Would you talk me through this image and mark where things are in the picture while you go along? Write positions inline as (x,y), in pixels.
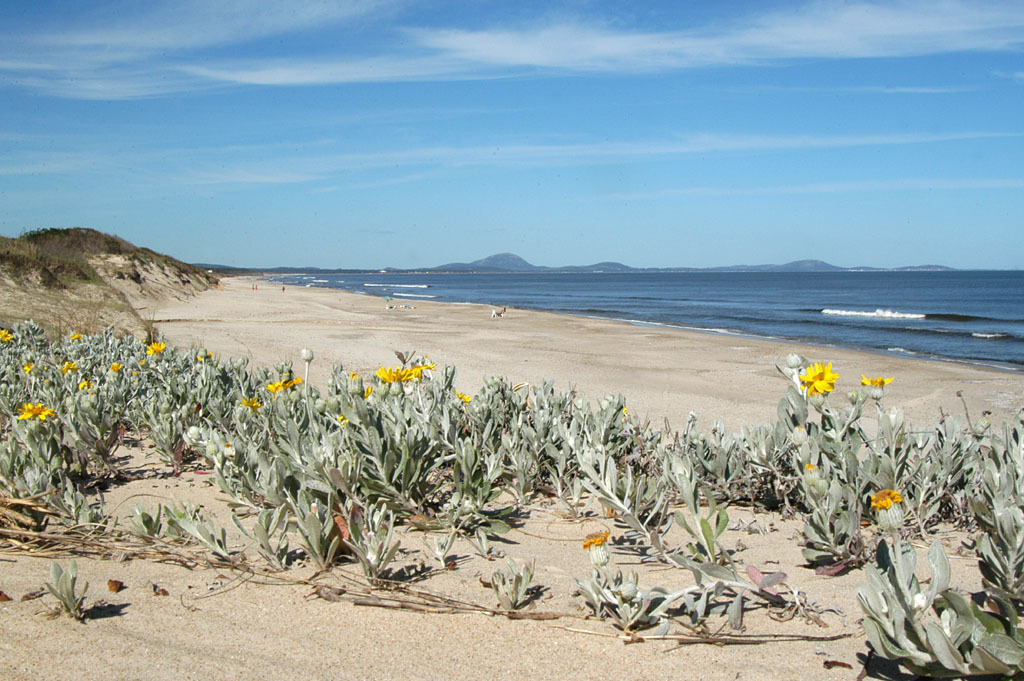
In this image we can see plants (20,392) with flowers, grass (46,278) on the ground (284,298), objects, water (502,287), mountains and clouds (378,161) in the sky (104,4).
